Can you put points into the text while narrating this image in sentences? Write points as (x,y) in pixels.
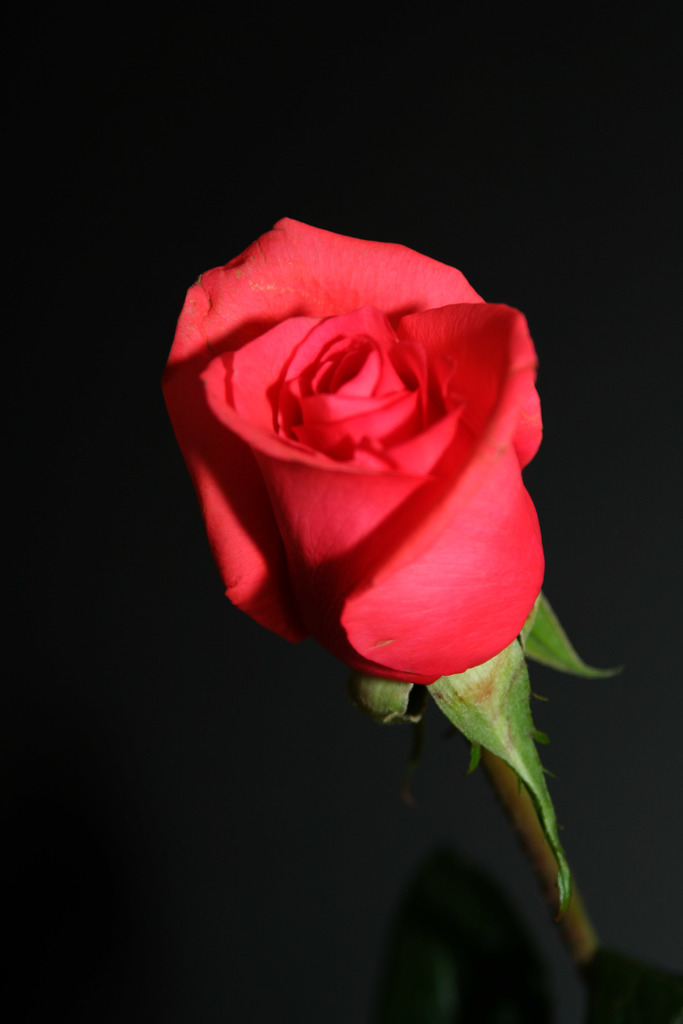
In the image we can see a rose (427,417), red in color and this is a stem (531,812) of the rose (565,879).
